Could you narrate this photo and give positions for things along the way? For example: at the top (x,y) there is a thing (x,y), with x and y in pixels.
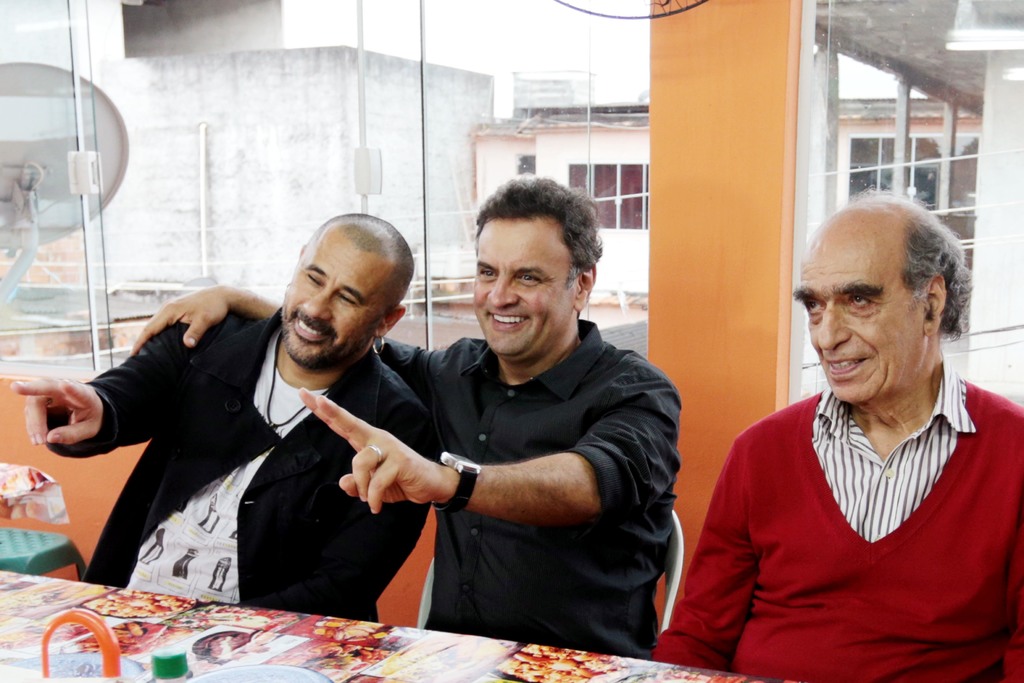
In this image I can see three men (505,493) are sitting on a chair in front of a table (188,621) and smiling.
